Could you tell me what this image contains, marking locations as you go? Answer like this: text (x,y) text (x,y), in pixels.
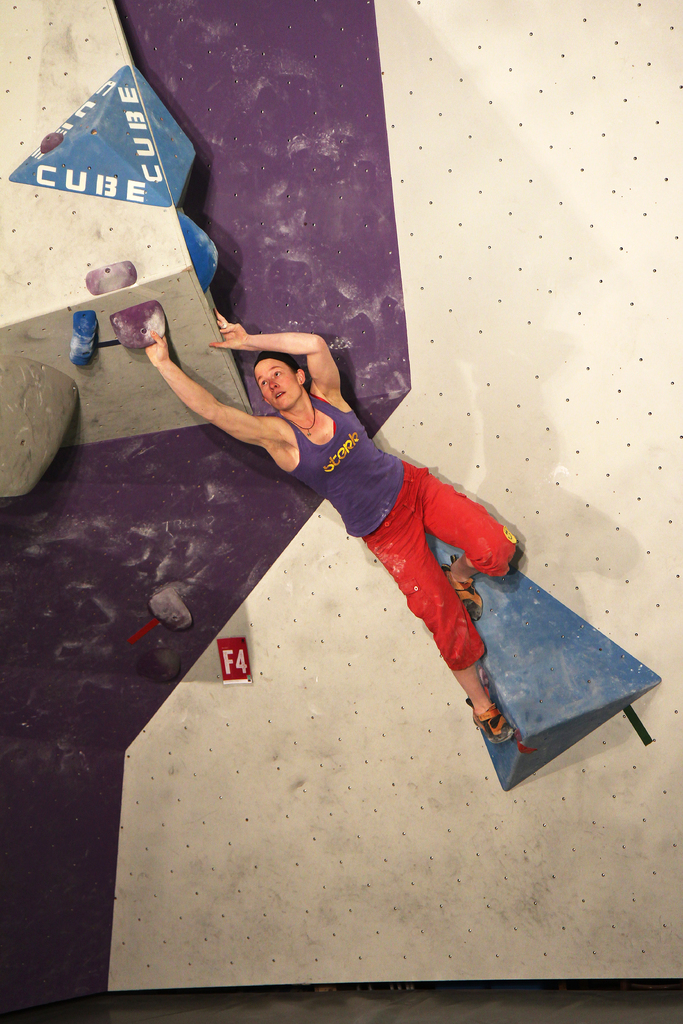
In the center of this picture (396,548) we can see a person (301,407) seems to be climbing on the wall (367,413) and we can see there are some objects (513,718) placed on the wall (315,208) and we can see the text (121,90) on the object (121,90).
